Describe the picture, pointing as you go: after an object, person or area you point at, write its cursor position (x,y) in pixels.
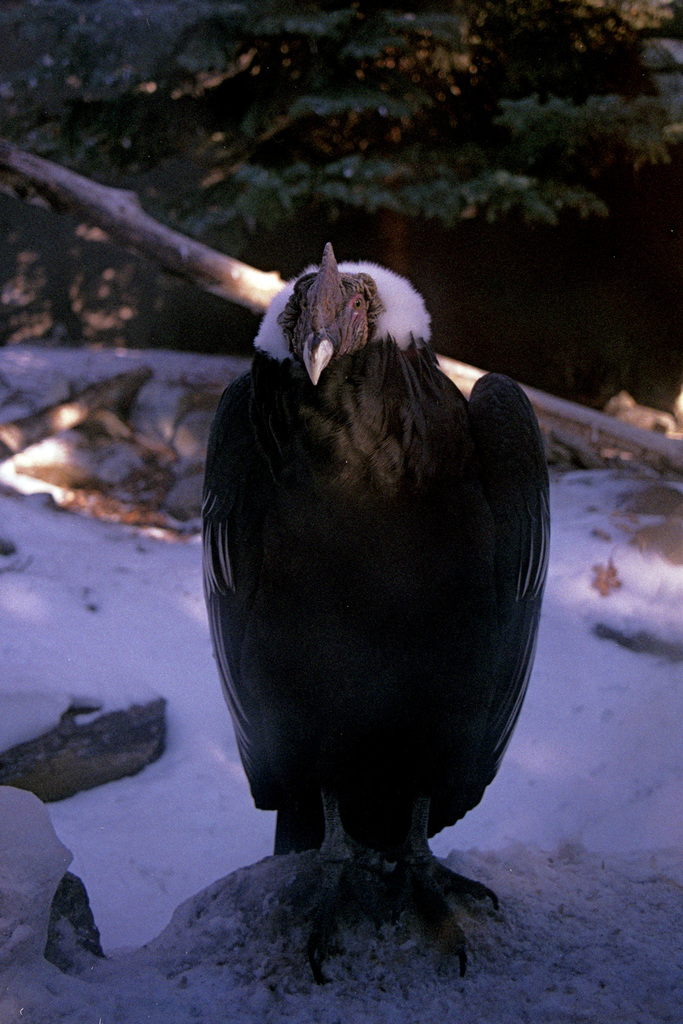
In this image we can see a bird (337,826) standing on the snow (284,944). In the background (422,150) there are trees (457,150).
